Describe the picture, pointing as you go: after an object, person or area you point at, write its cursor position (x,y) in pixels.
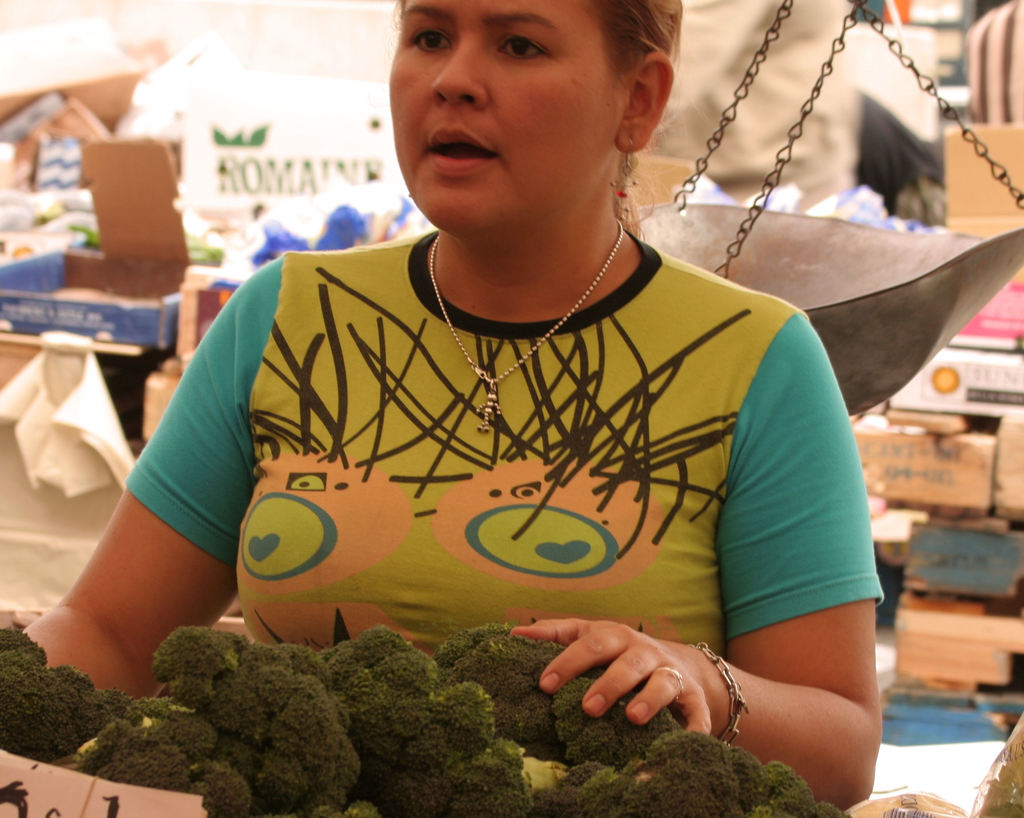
In this image there is a person (586,667) standing. There are vegetables (505,669) in the foreground (340,803). There is a weighing machine (845,267). There are many boxes (992,409) in the background (967,205).
